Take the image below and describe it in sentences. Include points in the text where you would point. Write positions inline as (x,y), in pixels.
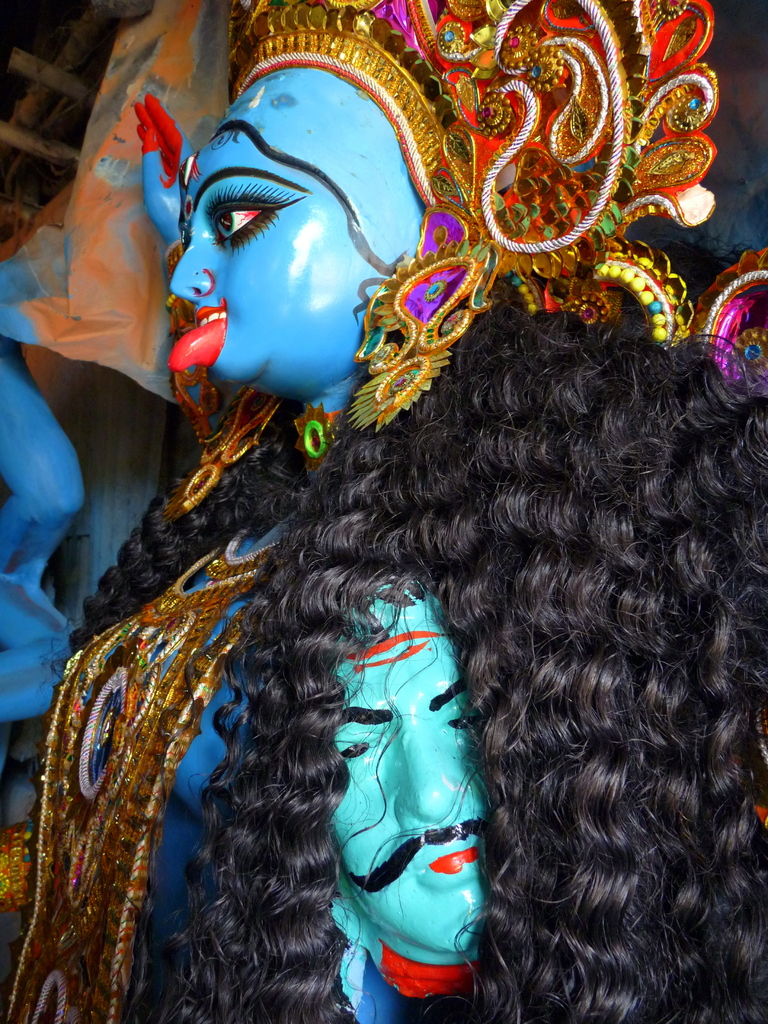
In this picture I can see the sculpture (322,490) of a woman (339,358) and a man (421,725) in front (420,542) and I see that these sculptures (315,402) are colorful.
